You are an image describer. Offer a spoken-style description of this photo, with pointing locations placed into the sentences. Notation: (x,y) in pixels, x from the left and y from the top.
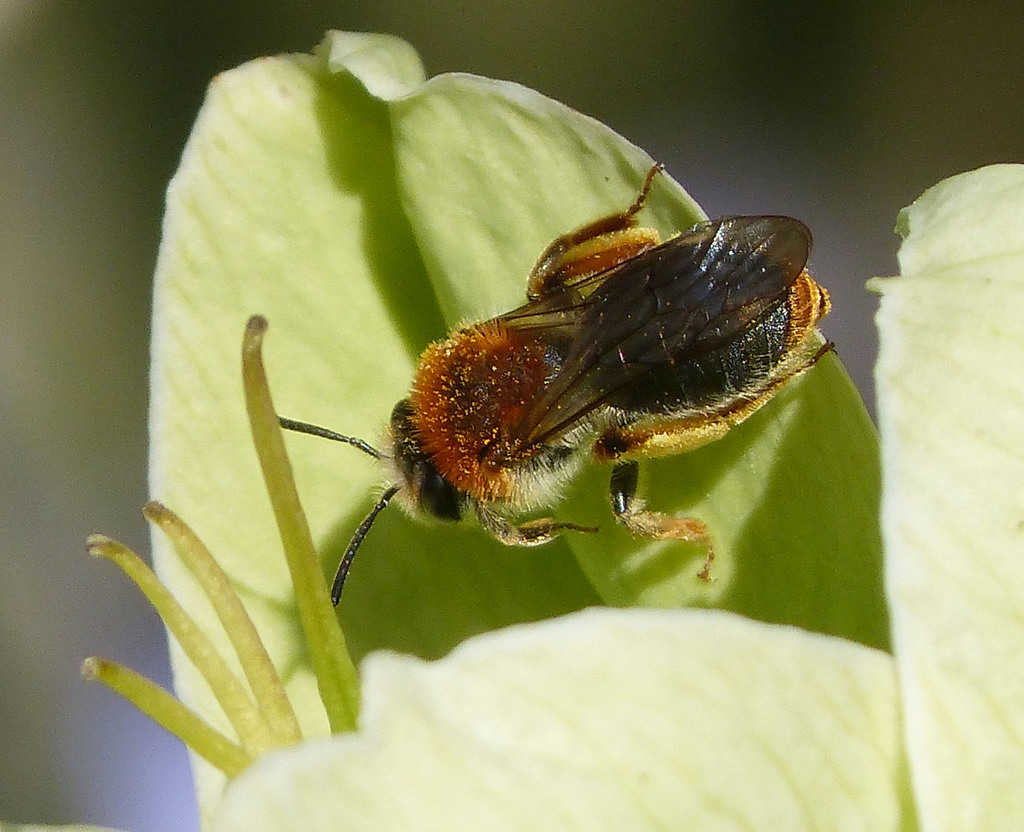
This image consists of an insect (526,424) which is on the leaf (664,566) in the front (447,434).
